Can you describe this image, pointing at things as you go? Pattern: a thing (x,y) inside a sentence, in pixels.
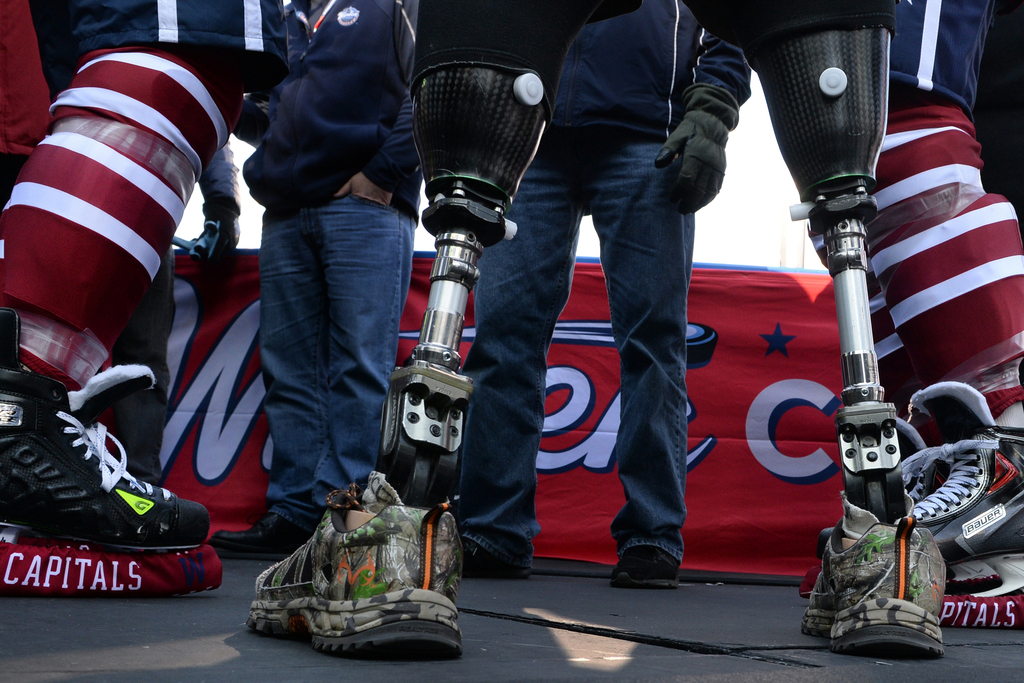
There is a person (426,322) having artificial limbs (873,349) and there are two other persons (607,188) standing in front of him.
